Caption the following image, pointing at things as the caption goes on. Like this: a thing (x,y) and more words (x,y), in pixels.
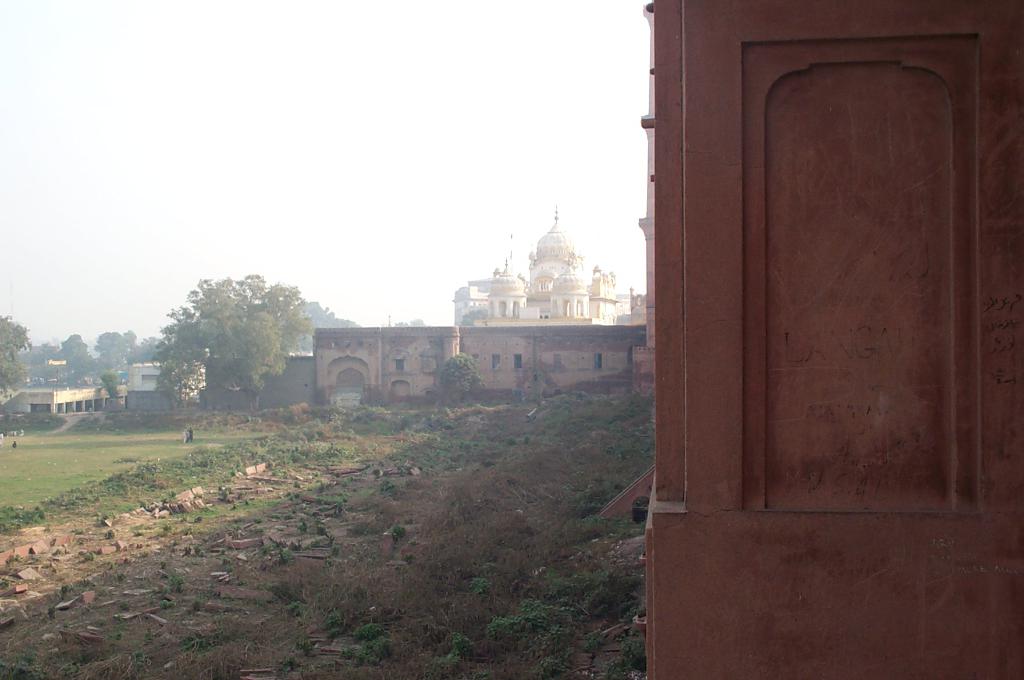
In this picture there is a palace (619,340) in the center of the image (495,340) and there is a building (678,34) on the right side of the image (756,335), there are other buildings (91,397) and trees (258,351) on the left side of the image (8,373), there is grass land (13,456) on the left side of the image (222,438).
